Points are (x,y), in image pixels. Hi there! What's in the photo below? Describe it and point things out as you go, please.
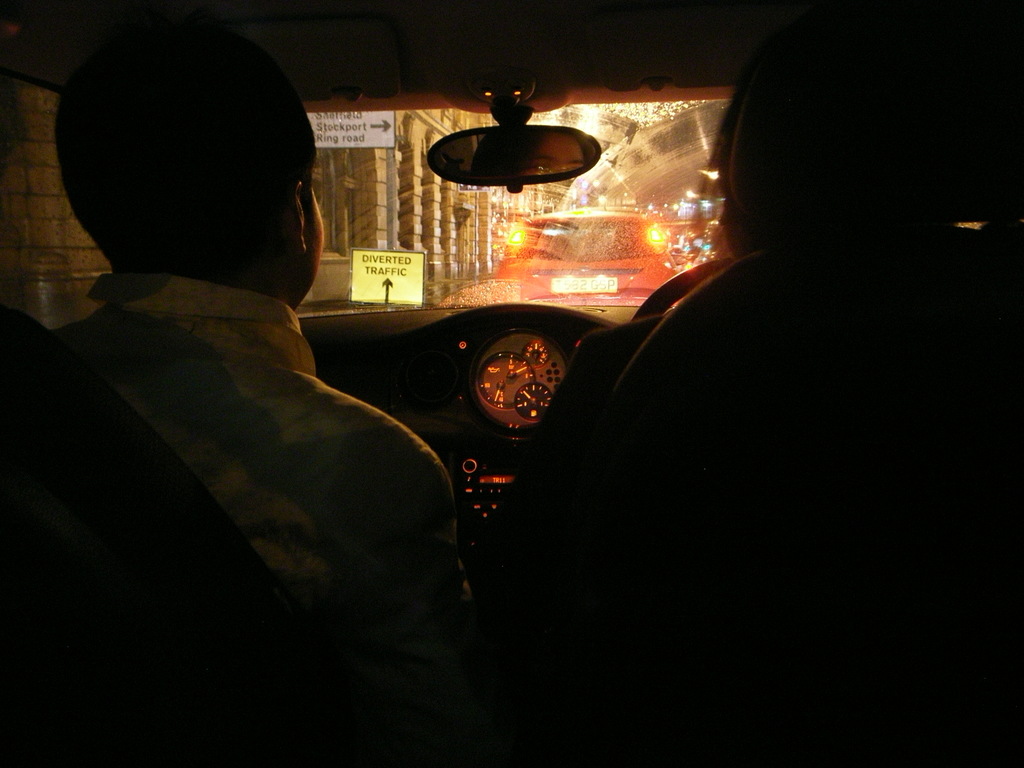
In this image there are two people (369,470) sitting in a car (406,398), in front of them there is steering (635,327), dashboard (533,367), rear view mirror (494,175) and windshield (457,293), from the windshield (417,271) we can see a few cars (632,232) on the road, sign boards (388,254) and buildings (406,196).
